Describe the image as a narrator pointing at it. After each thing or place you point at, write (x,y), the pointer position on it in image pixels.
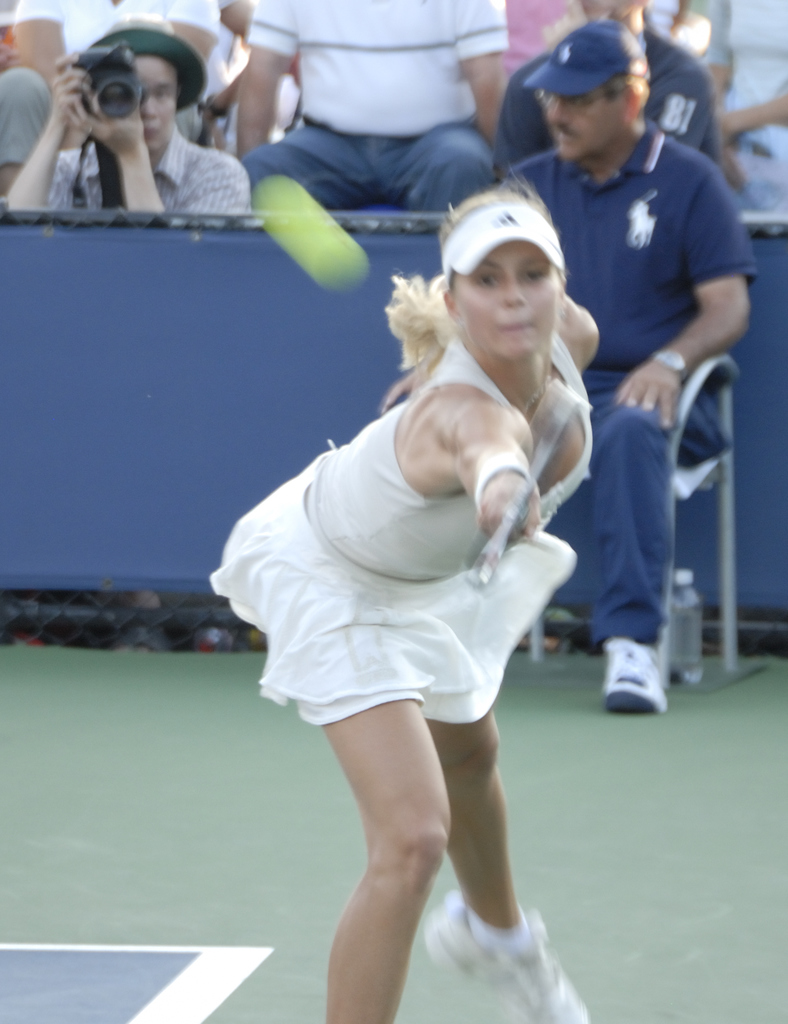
On the background of the picture (425,56) we can see few persons (437,39) sitting. Here behind to the board (168,501) we can see one man (158,86) wearing a green hat (185,59) and recording something in a camera (109,100). Here we can see one man (628,392) sitting on a chair (671,539) and there is a water bottle (676,612) under the chair (668,604). Here we can see one woman (442,924) playing tennis.
